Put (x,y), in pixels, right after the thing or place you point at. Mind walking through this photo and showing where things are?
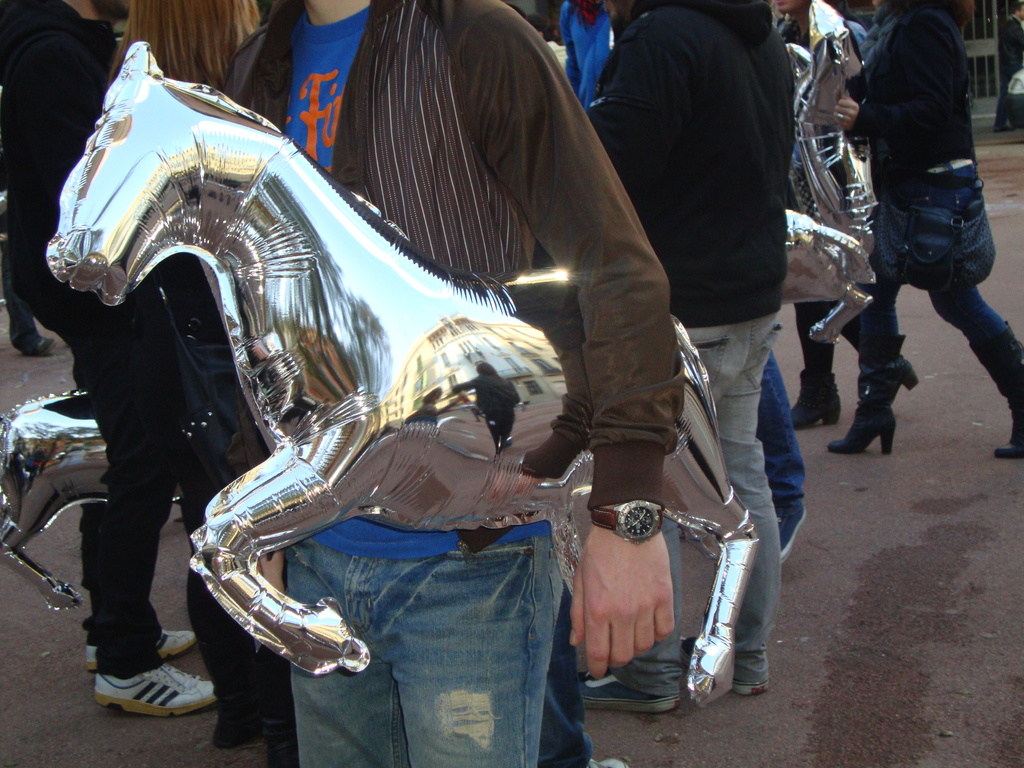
In this picture we can see people (592,137) and toys (330,436). This is a road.
